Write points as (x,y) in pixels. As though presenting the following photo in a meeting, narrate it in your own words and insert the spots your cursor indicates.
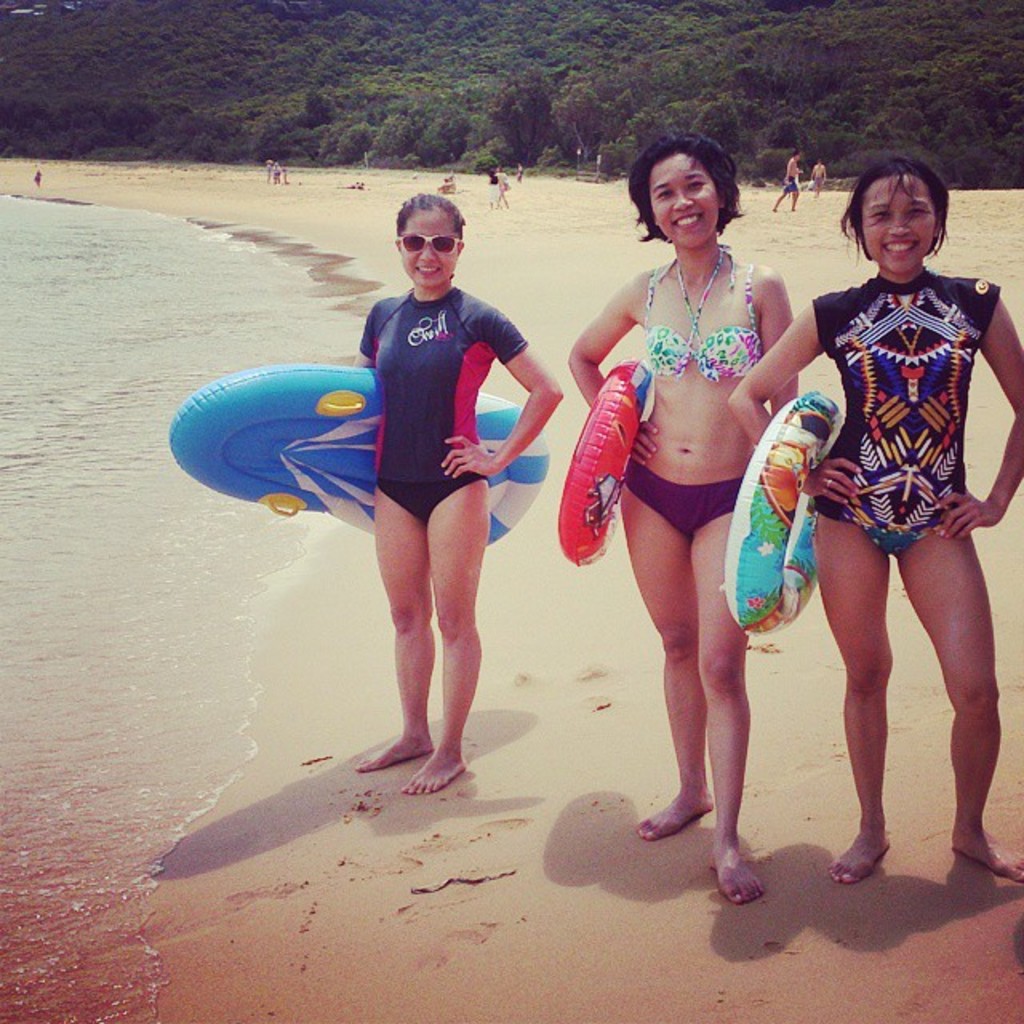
In the center of the image (662,593) there are three ladies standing in a beach (363,181) and there are holding safety tubes (224,412) in their hands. At the background of the image (498,28) there are trees (813,105). At the left side of the image (109,275) there is water (27,664). At the bottom of the image (513,1006) there is sand (276,964).
